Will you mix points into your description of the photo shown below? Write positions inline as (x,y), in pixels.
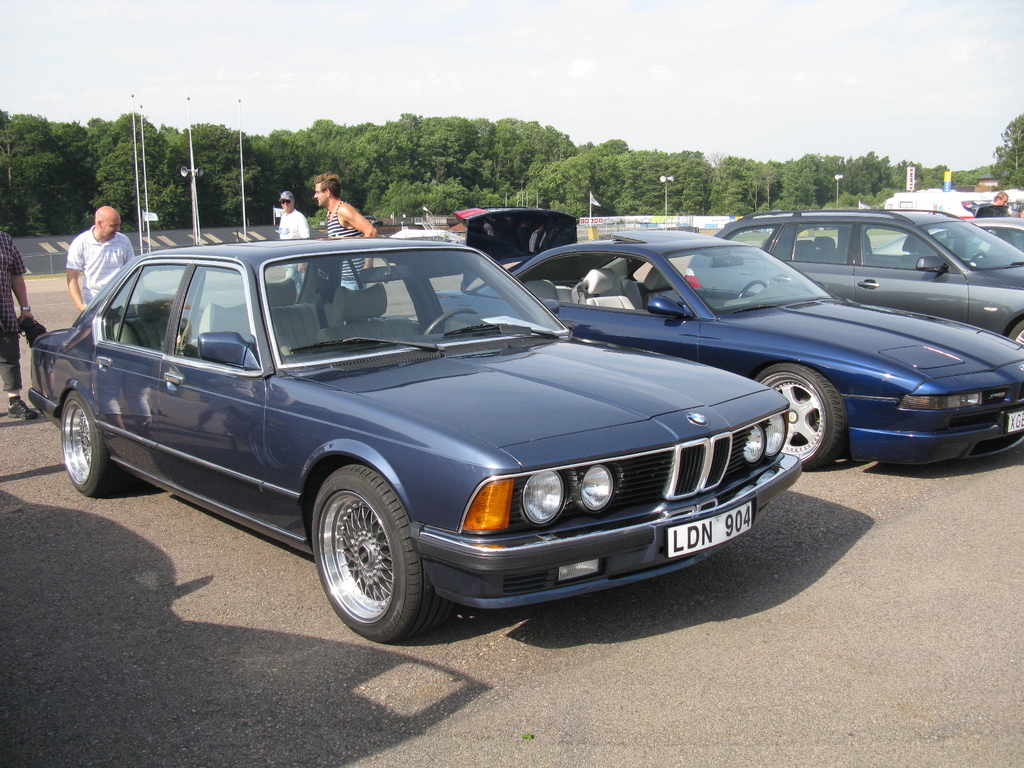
In this image there are vehicles (506,303) parked on the path (45,446), there are group of people (97,248) standing, there are poles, lights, megaphones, flag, trees (473,179), and in the background (550,94) there is sky (546,66).
